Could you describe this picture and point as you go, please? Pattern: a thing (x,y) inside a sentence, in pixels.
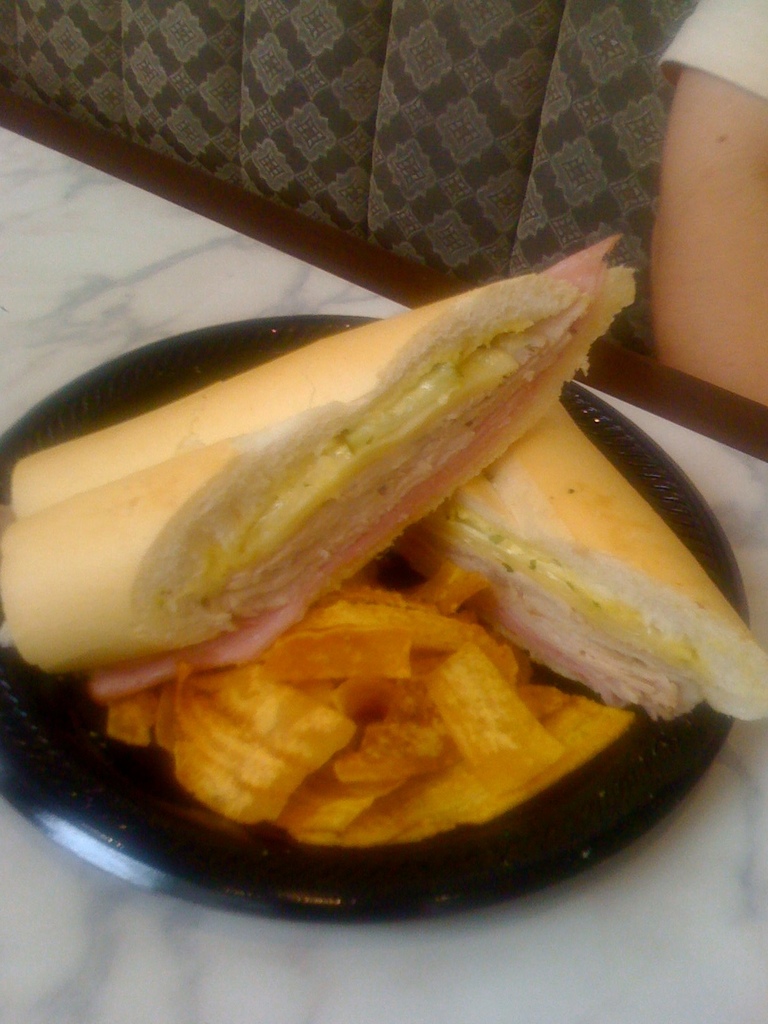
In this image there is some food item (410,497) in a tray (195,840), the tray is on top of a table (31,1006), in front of the table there is a person (690,275) sitting on the sofa (358,175).
